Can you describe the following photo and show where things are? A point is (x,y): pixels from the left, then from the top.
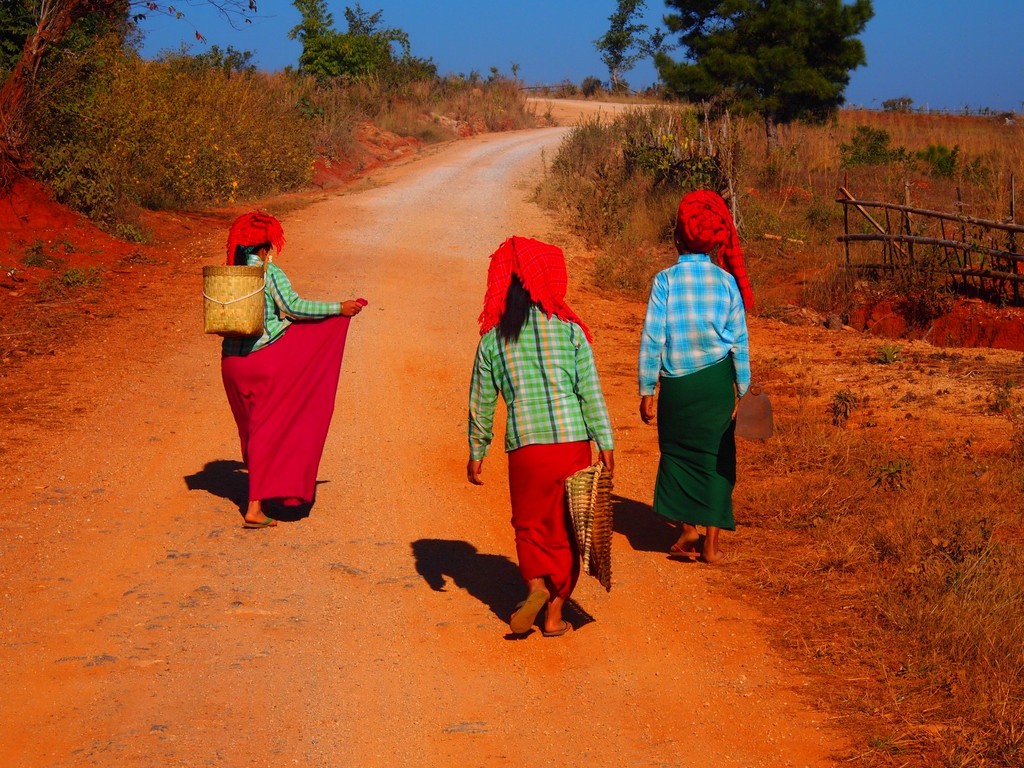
In this picture I can see there are three people (284,494) walking and they are wearing basket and there are trees (783,82) in the backdrop (823,83). The sky (587,47) is clear.
